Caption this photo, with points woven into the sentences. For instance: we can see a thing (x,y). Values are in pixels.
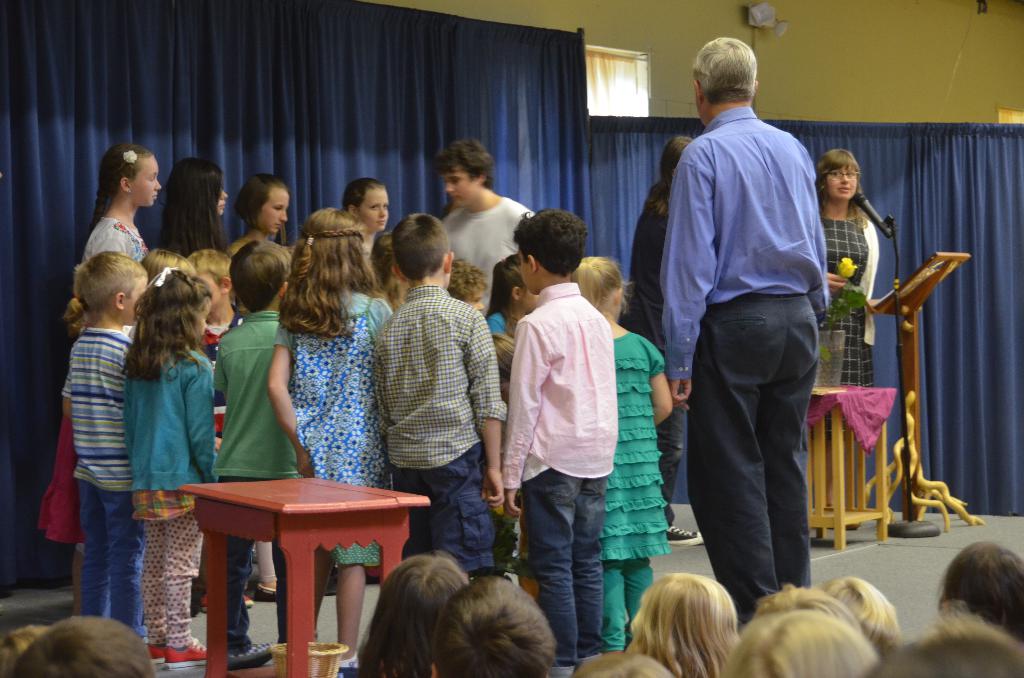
In this picture I can see many children (361,308) were standing near to the table (281,498). On the right (739,417) there is a man (725,192) who is wearing shirt (759,241) and trouser (718,362). In the back (834,230) there is a woman (856,241) who is standing in front of the mic (860,205). Behind her I can see the blue color cloth (999,276). At the bottom (84,658) I can see many children's head (445,588). At the top (635,63) there is a window (620,57).
